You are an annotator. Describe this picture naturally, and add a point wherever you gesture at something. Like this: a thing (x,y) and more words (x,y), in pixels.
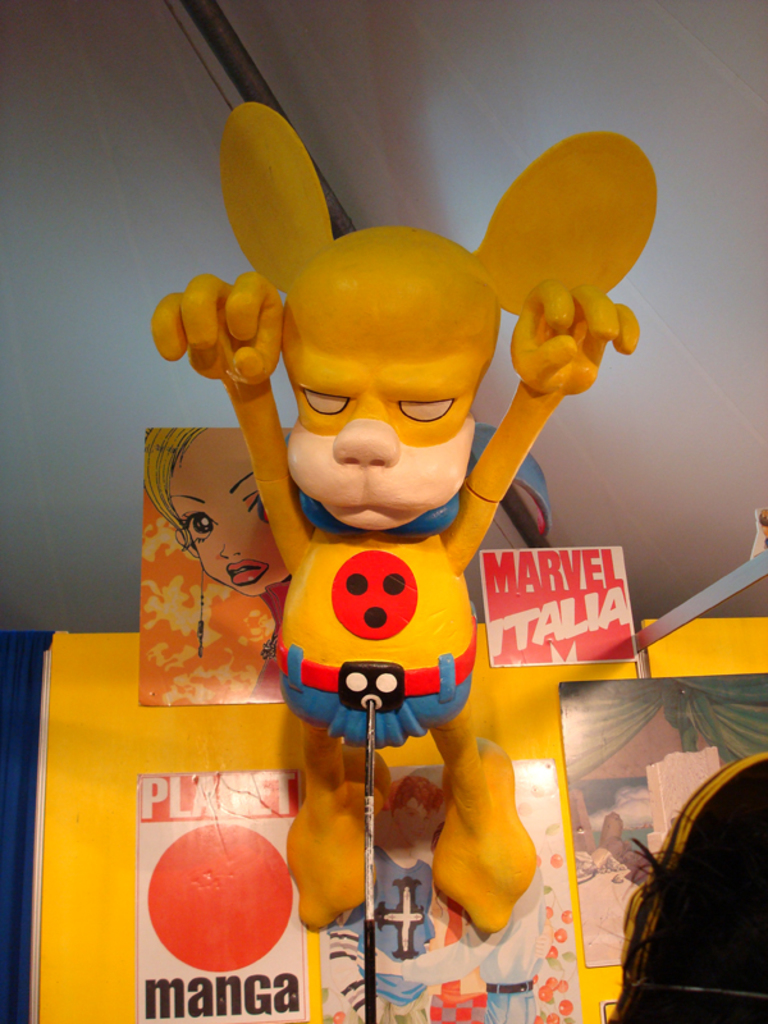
In this picture we can see a toy (340,810) with the stand (369,833) and behind the toys (383,551) there are boards (214,641), wall (85,15), rod (234,41) and other things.
